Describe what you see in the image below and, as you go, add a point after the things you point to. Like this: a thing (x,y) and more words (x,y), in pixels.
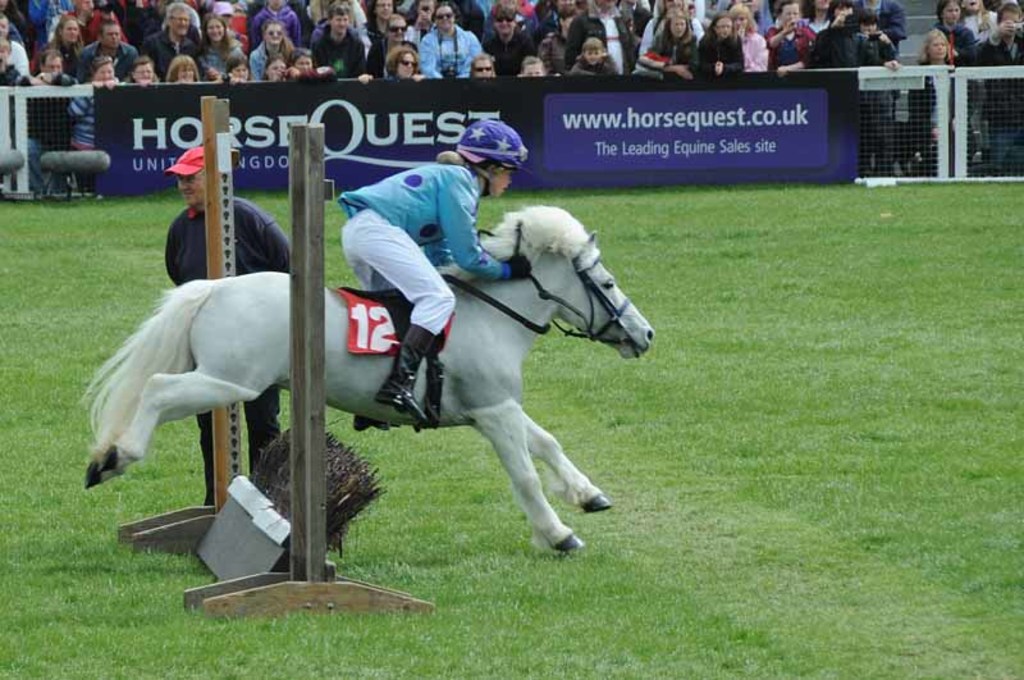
Here in this picture we can see a child (391,257) riding a horse (338,311), which is jumping through a barricade (351,454) present on the ground (133,515), which is fully covered with grass (158,253) over there and beside that we can see a person (187,221) also standing and in the far we can see people (240,68) sitting in the stands (691,44) and watching him performing the stunts over there.
